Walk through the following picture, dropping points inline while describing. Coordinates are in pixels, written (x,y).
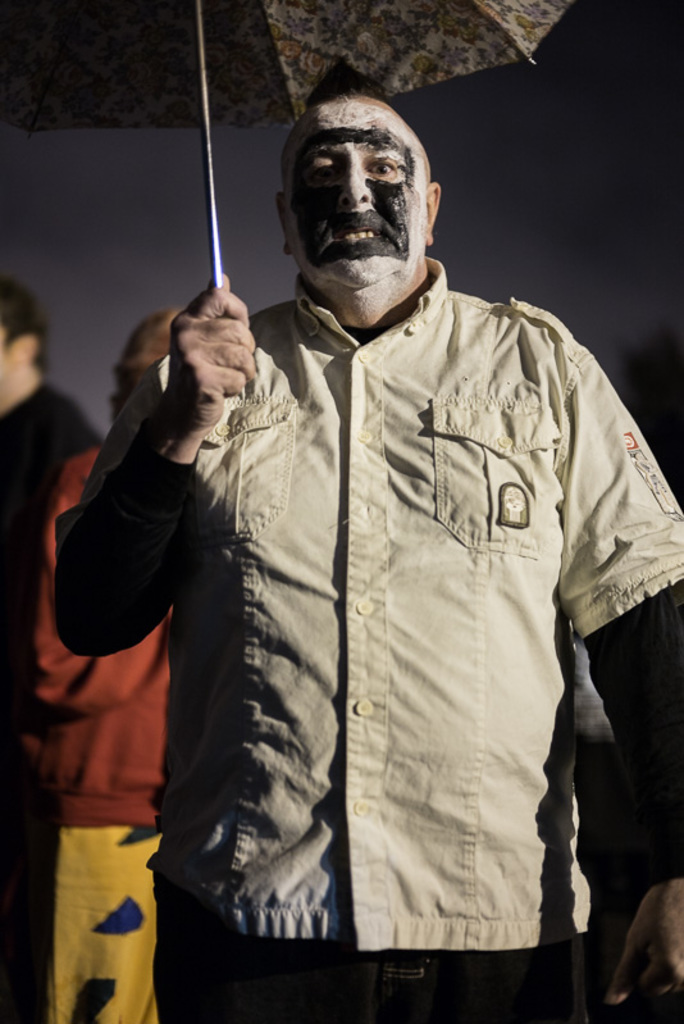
In this image, we can see persons (33,642) wearing clothes (21,475). There is a person (321,458) in the middle of the image (361,407) holding an umbrella (389,71) with his hand (213,376).
